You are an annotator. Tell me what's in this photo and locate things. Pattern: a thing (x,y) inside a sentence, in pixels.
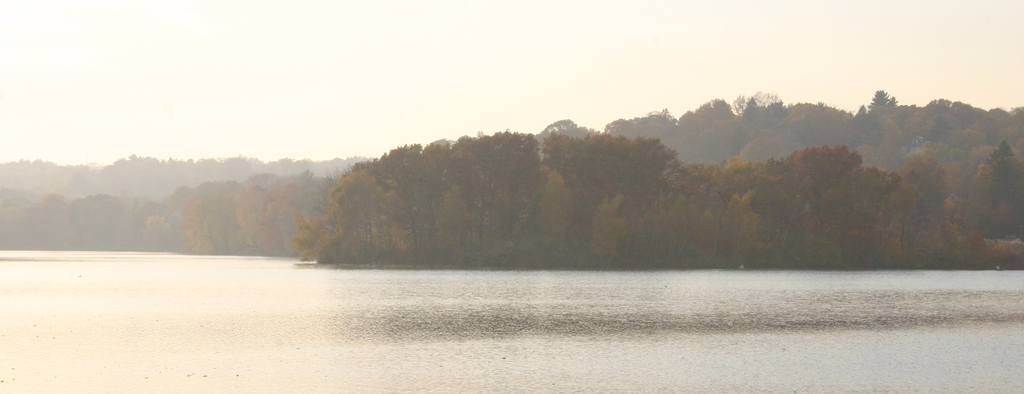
In the foreground of this image (379,320), there is a river (487,325) and in the background (861,197), there are trees (661,179) and the sky (532,51).
